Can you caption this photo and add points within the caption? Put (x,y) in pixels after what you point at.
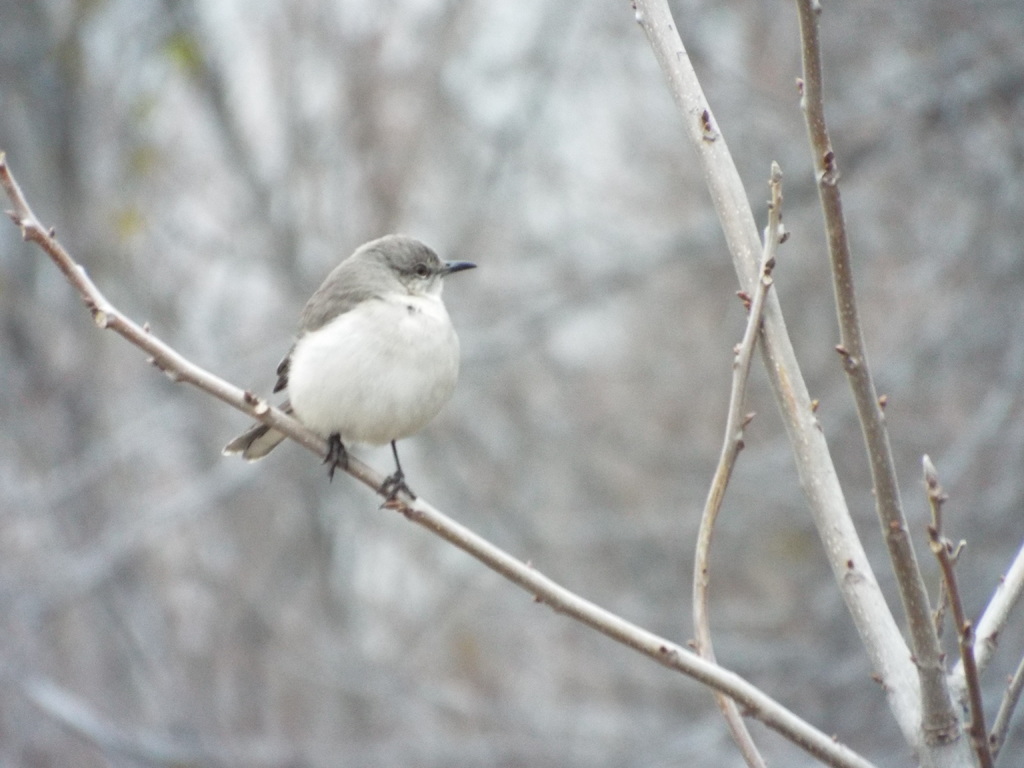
In the foreground of this picture (400,370), there is a bird (400,418) on a stem (648,641) of a tree (615,625) and the background (653,588) is blurred.
